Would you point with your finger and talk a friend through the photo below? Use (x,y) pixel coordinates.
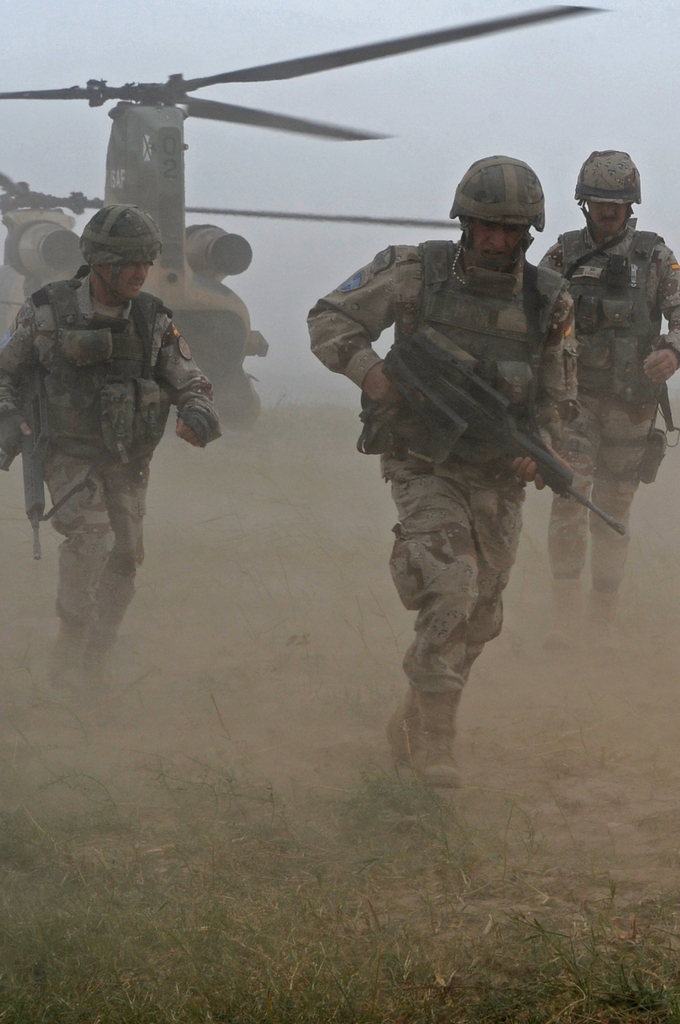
In this picture there are three persons (483,334) holding the guns (421,386) and running. At the back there is a helicopter (178,317). At the bottom (368,928) there is grass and there is ground (636,755).
